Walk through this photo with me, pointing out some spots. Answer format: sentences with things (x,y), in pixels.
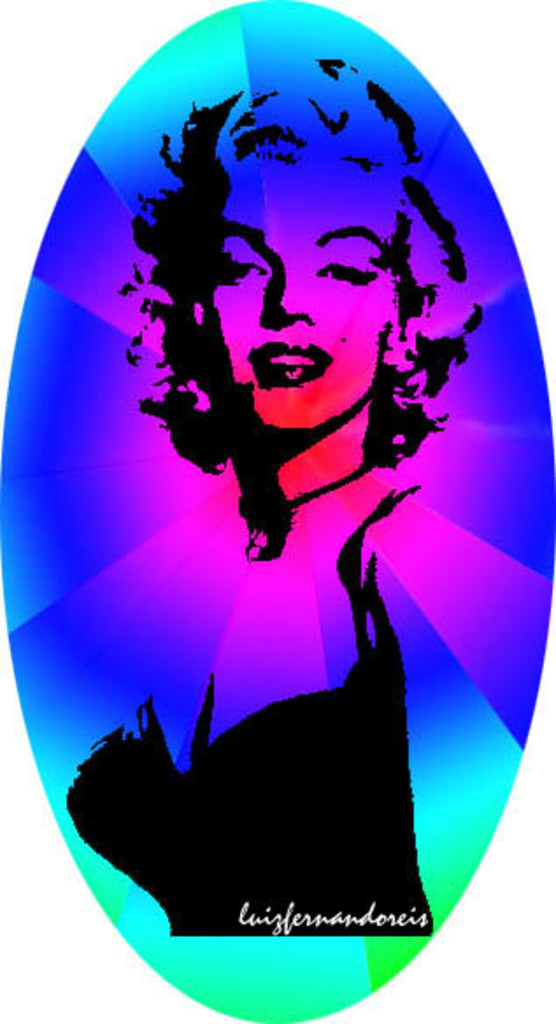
This image is a colorful graphic picture of a lady (337,520) and there is a text (286,928) on the image.
